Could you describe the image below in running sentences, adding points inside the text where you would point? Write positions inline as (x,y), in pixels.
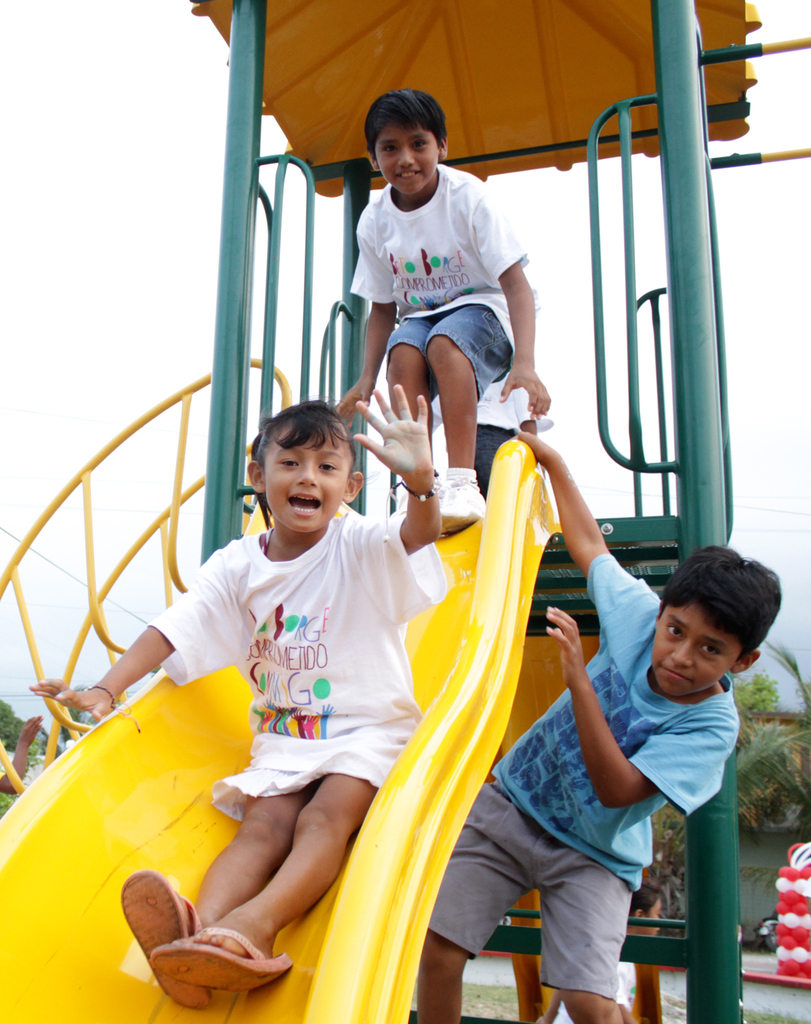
In this image we can see people (577,515) playing on slide (123,790). In the background of the image (89,205) there is sky (130,409) and trees (752,763).
